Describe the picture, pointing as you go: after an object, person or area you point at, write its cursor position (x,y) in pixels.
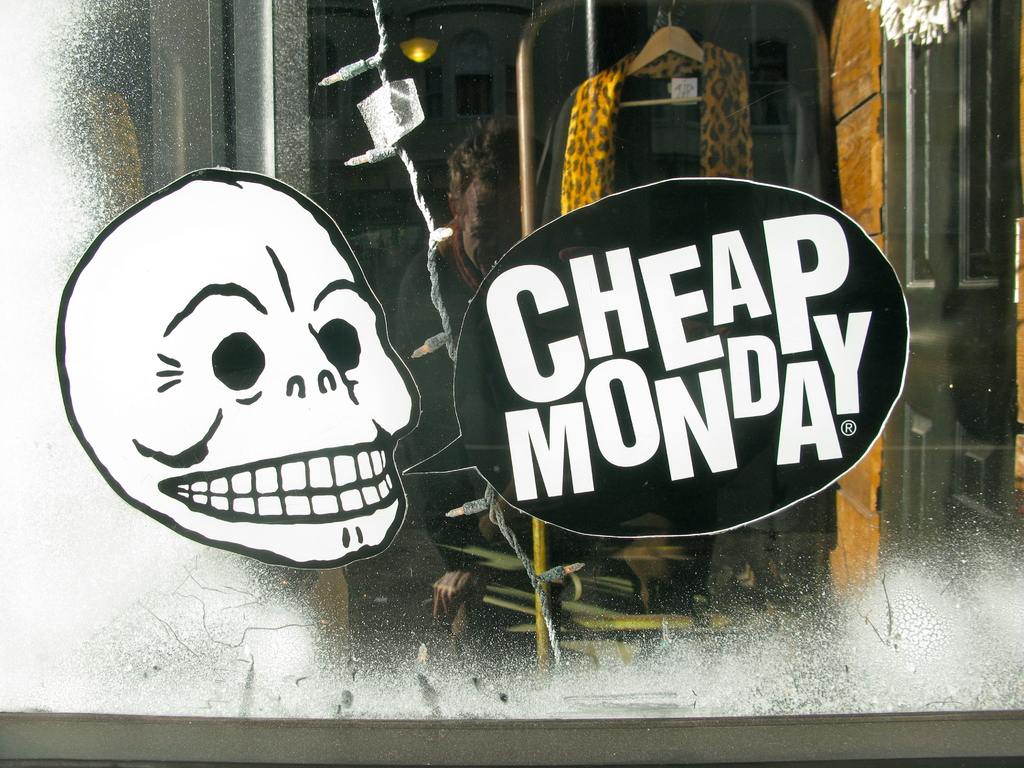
In the foreground of this image (218,403), there are two posters (645,396) on the glass (639,639). Behind it, there are lights (422,205) and a dress (607,118) to the hanger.
